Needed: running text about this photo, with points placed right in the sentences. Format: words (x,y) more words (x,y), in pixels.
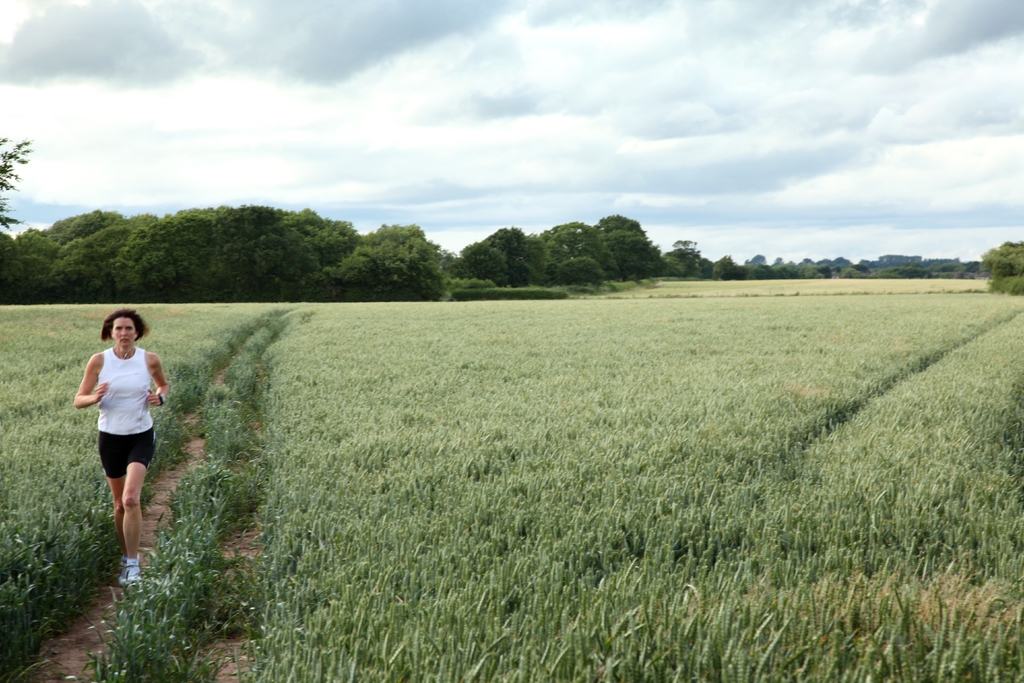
On the left side (130,374), we see the woman (145,385) in the white T-shirt (142,377) is running. At the bottom (451,531), we see the grass (574,655) or the field crops (622,598). There are trees (248,252) in the background (412,250). At the top (467,130), we see the sky (398,108) and the clouds (290,104).
